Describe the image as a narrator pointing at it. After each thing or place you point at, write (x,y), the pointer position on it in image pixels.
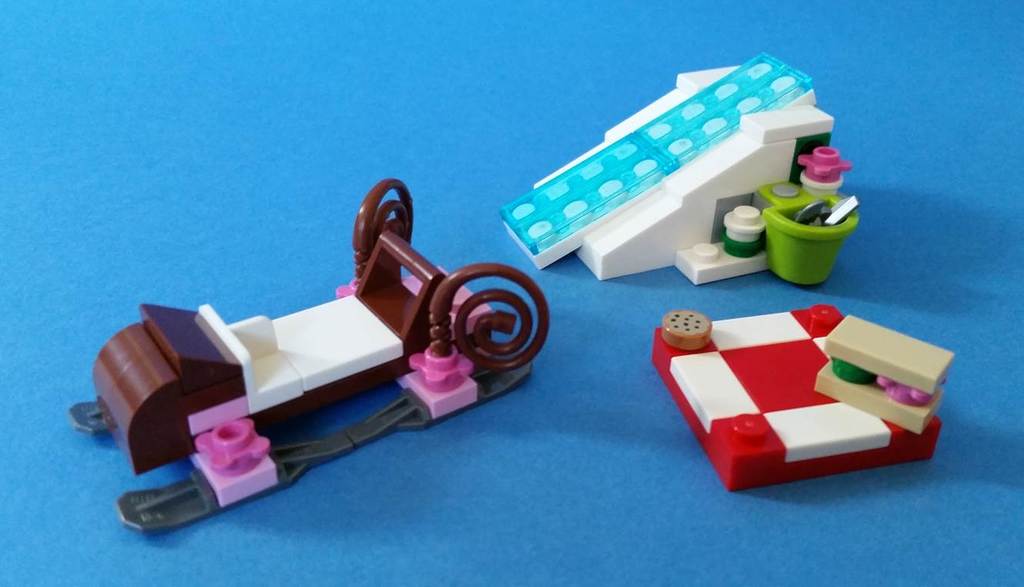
In this picture I can see three toys (662,326) on an object (898,13).
